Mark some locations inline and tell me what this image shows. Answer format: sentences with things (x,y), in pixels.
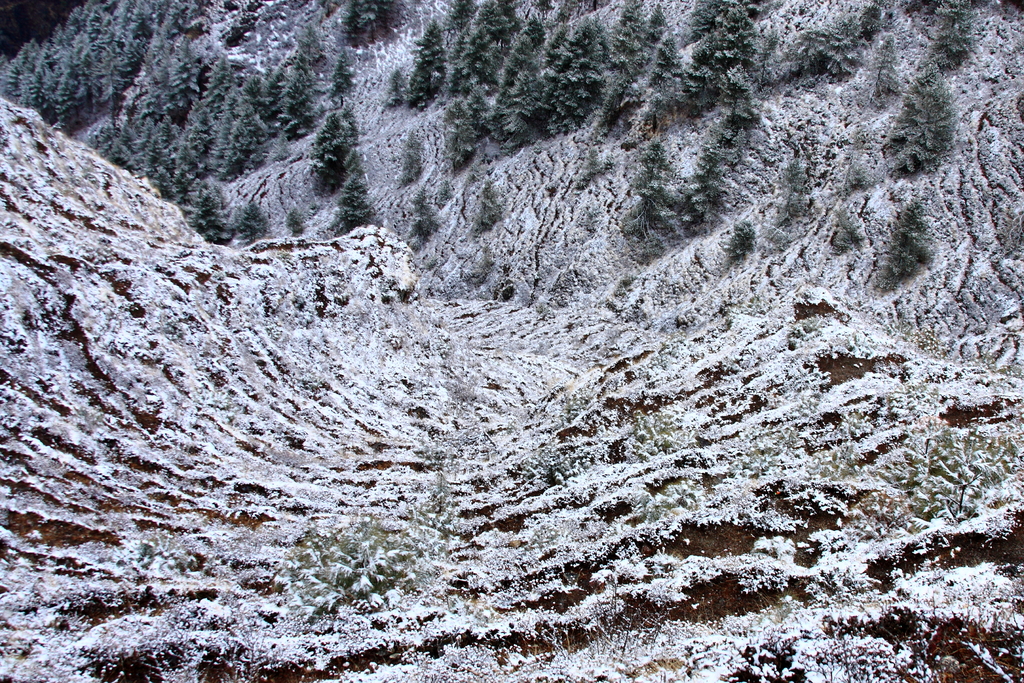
In this image, this looks like a snowy mountain (504,379). These are the trees (133,9). I can see the small bushes (370,550).
